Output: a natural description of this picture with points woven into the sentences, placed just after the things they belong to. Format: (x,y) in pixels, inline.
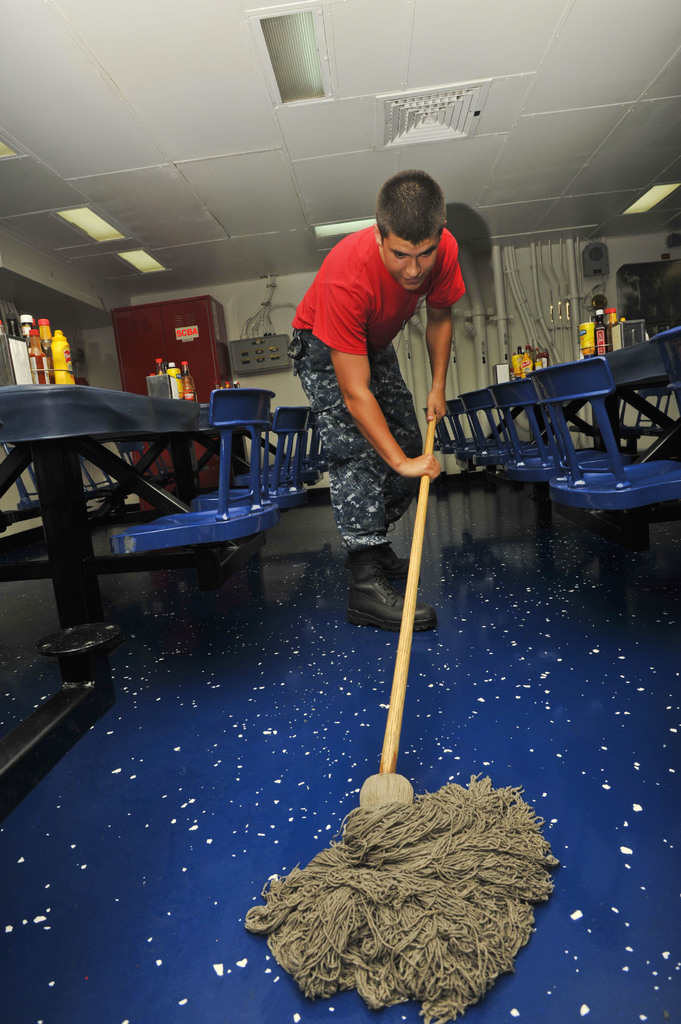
In the image there is a man (389,381) holding a mop stick (420,476) and cleaning the floor (239,939). There are tables (85,406) with chairs (255,457). On the tables (46,397) there are bottles (35,376) and some other items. In the background (537,301) there poles (499,310), cupboard (219,354) and some other items (233,351). At the top of the image (191,9) there is a ceiling (219,153) with lights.
